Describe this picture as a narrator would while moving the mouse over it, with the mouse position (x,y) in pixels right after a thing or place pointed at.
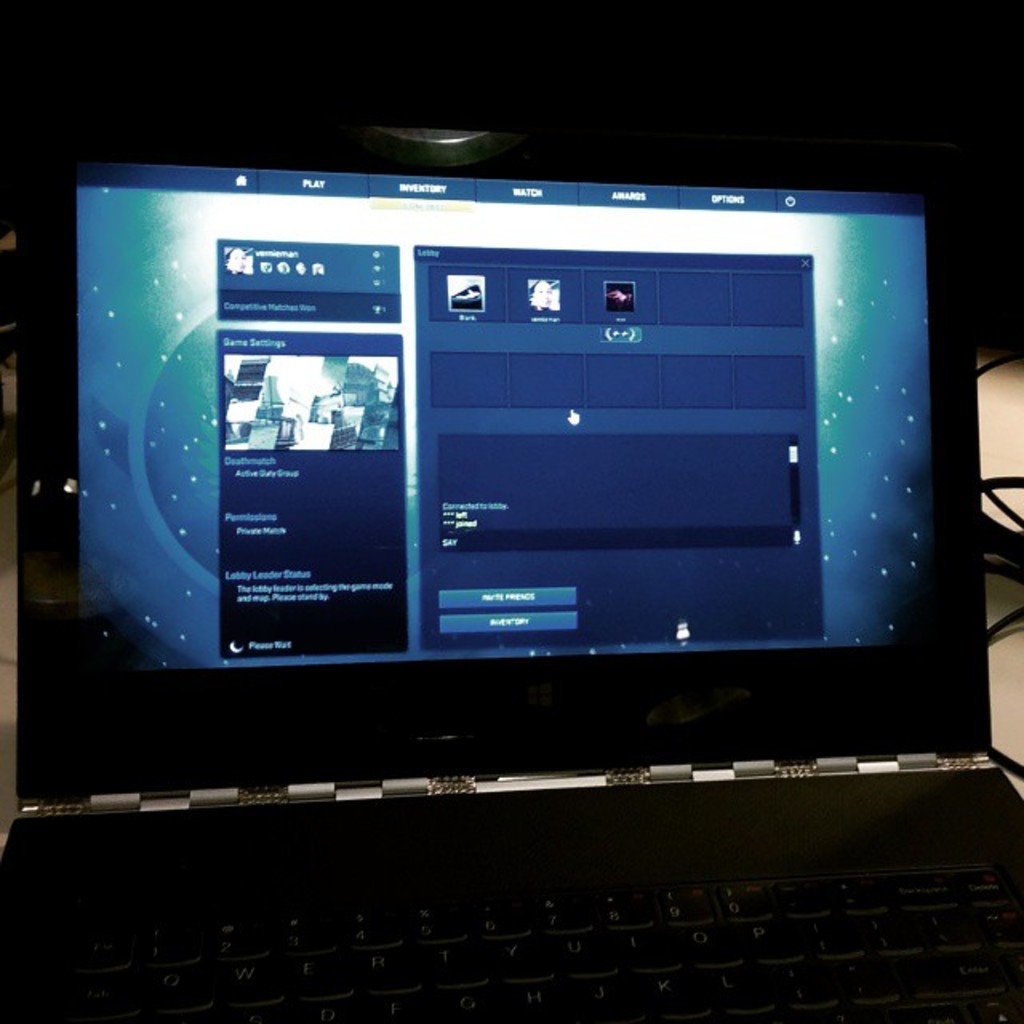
In this image we can see laptop screen (686,375) and cables (1011,766). Background (871,48) it is dark.
